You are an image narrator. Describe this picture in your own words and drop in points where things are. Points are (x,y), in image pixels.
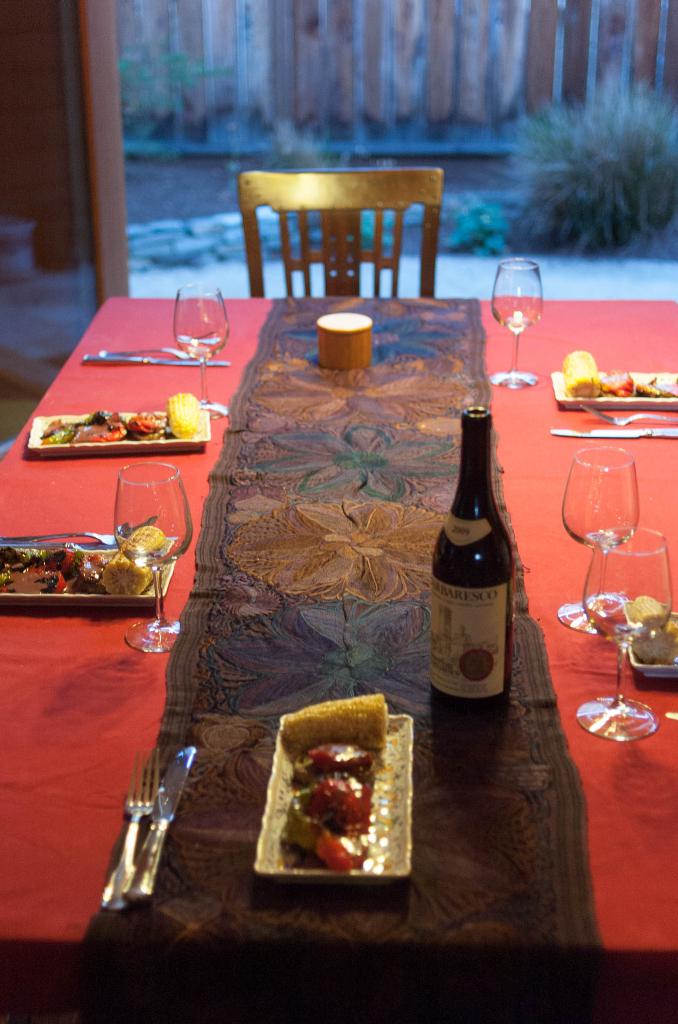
In this picture we can see a table (415,542) on which there are things (390,847) like plate (384,788), fork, knife (170,792), alcohol bottle (502,589), glass (603,534) etc. On plate (83,598) we have food items (178,419). Behind table (558,353) we have chair (343,288). In the background (614,192) we have plant (603,164).
